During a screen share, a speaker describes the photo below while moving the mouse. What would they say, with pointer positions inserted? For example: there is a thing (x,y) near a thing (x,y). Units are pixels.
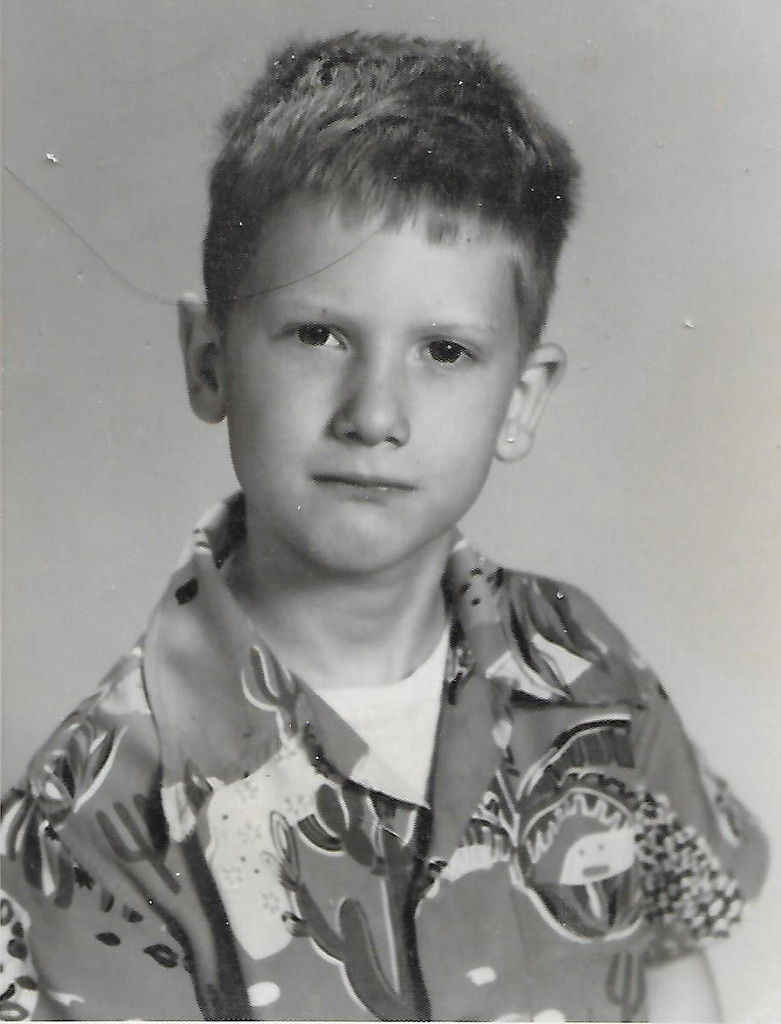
This picture is in black and white. The boy (536,299) in front of the picture who is wearing white T-shirt (382,719) and a shirt (369,861) is looking at the camera. He might be posing for the photo.
